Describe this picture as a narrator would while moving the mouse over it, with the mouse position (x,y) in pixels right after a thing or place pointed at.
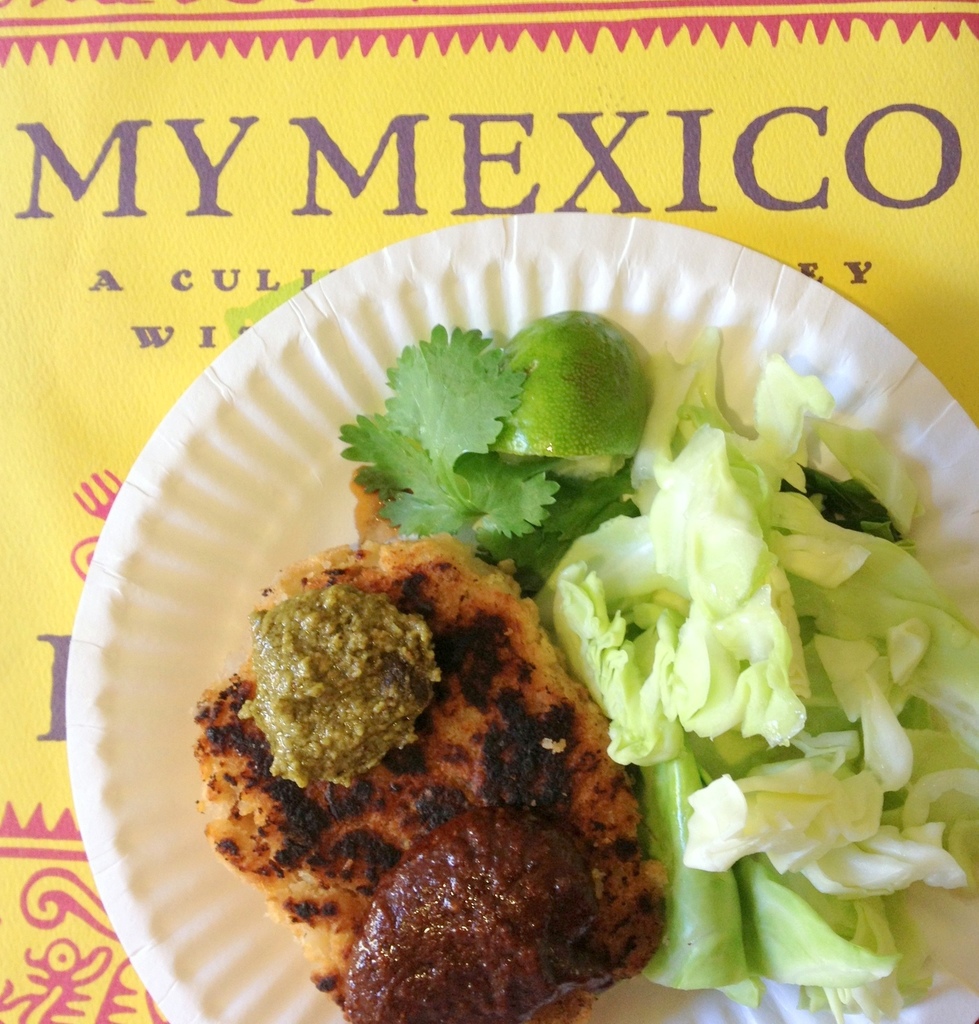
In this image we can see food (644,667) in a paper plate (280,951) which is on a yellow color platform (149,258) and we can see text (942,191) written on it.
